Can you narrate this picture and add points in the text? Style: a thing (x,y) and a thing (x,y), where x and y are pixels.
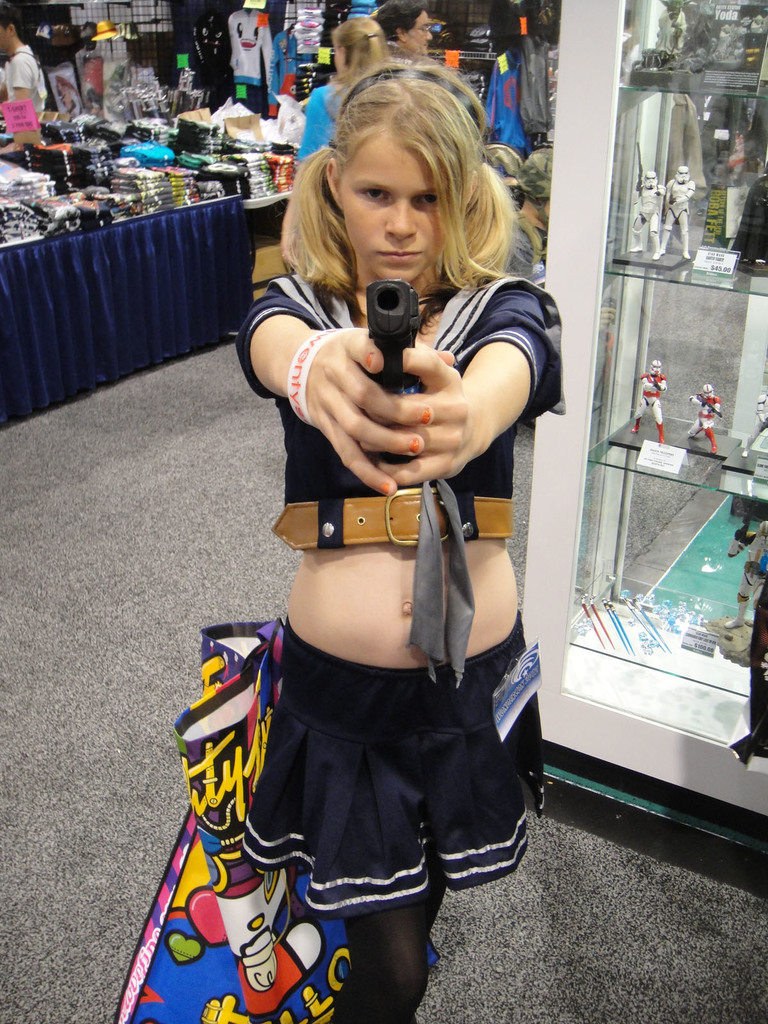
This is the woman (395,587) standing and holding a handgun (373,327) in her hands (398,423). These are the toys (762,239), which are placed in the glass rack (669,419). This looks like a bag (166,893) with a colorful design (156,966) on it. I can see a table (222,229) covered with a cloth (104,254). There are few people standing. I can see few objects (159,98), which are placed on the table (138,218). This is the floor (166,645).
